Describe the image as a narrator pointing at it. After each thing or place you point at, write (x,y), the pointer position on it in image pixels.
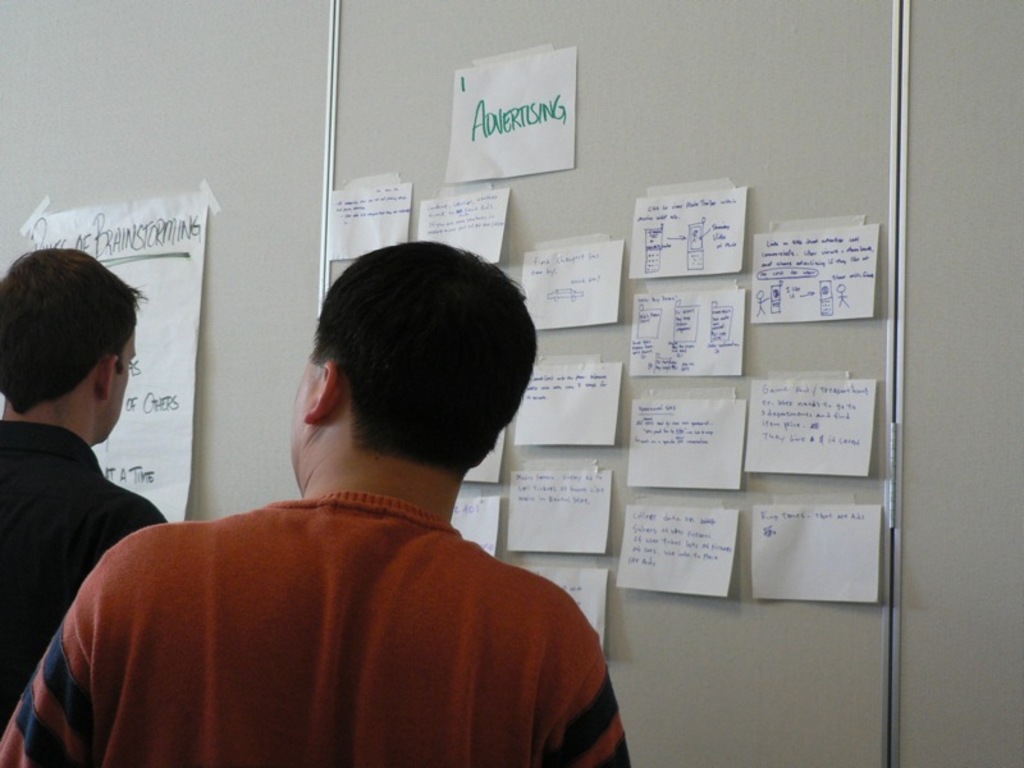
In this picture we can see two men (327,493), in front of them we can see few papers (669,325) on the wall (292,282).
